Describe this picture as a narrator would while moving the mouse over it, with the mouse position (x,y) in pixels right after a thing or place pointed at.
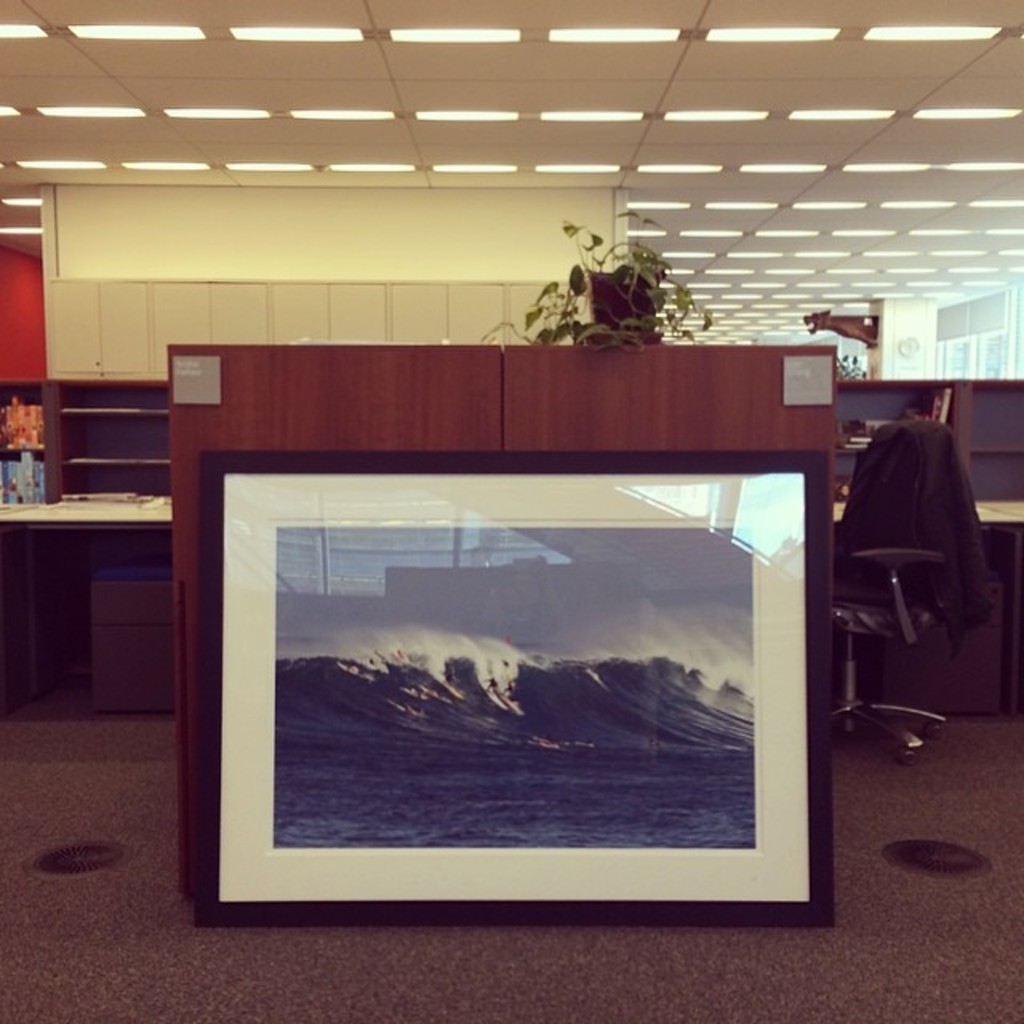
This is the picture in a office (353,930), this is a photo frame (402,716) of a ocean (457,739) and back side of the frame (383,499) there is a table (627,426) on the table (664,353) there is a flower pot (608,292), behind the table (766,390) there is a chair (865,612) on the chair (862,600) there is a black coat (939,523). On the roof (291,74) there are the lights (876,32).
